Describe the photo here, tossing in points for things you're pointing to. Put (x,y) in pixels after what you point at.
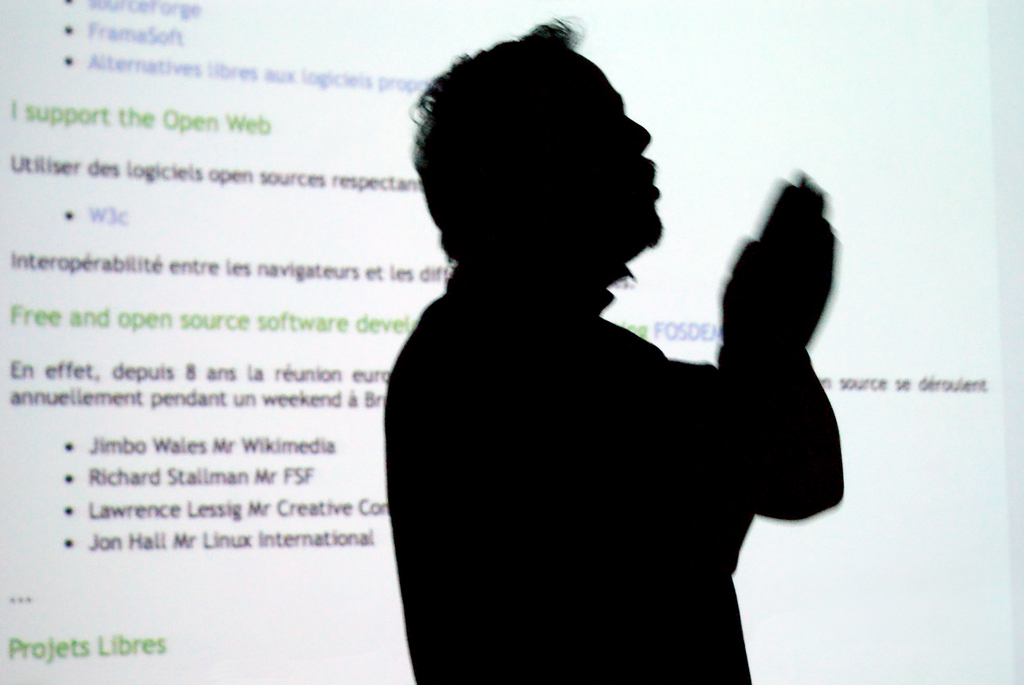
In this picture we observe a shadow (445,82) of a man (548,59) who is standing on the right side of the image (746,457), by holding his hands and there is a projector screen (127,316) in the background area of the image (168,312).
